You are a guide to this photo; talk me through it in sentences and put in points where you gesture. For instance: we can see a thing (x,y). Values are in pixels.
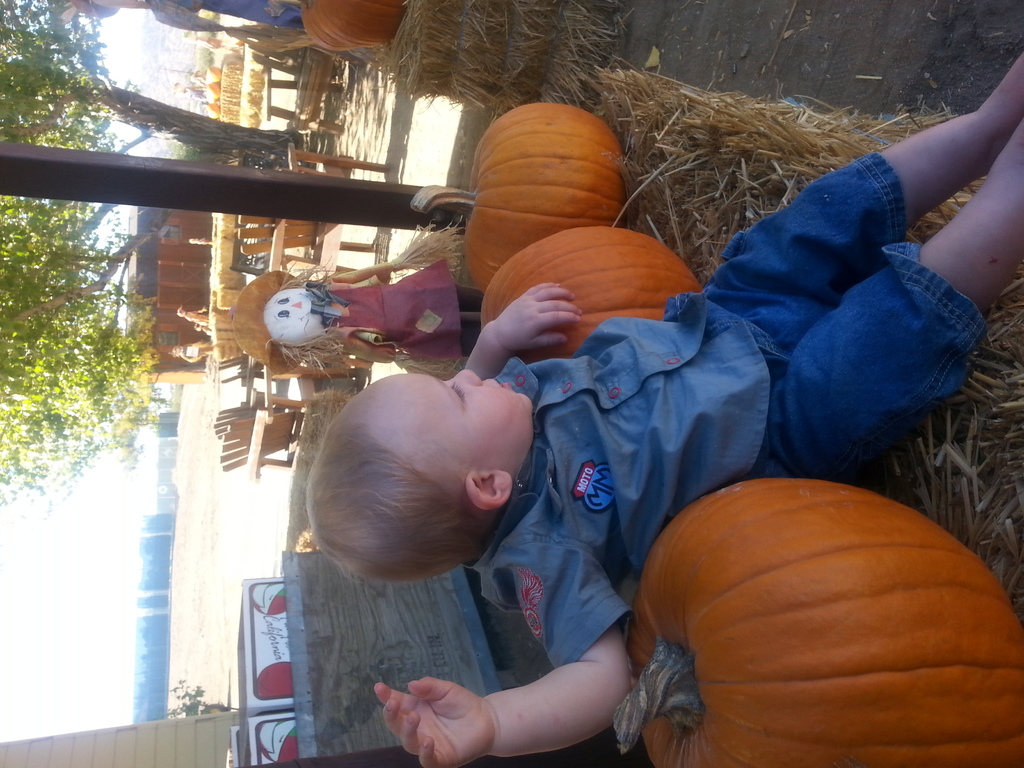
In the center of the image (632,419) we can see a boy (682,436) sitting. There are pumpkins (844,653), next to him there is a scarecrow (441,321). In the background (21,324) there are trees (62,316), pole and chairs (259,400). There is a board (369,667).
